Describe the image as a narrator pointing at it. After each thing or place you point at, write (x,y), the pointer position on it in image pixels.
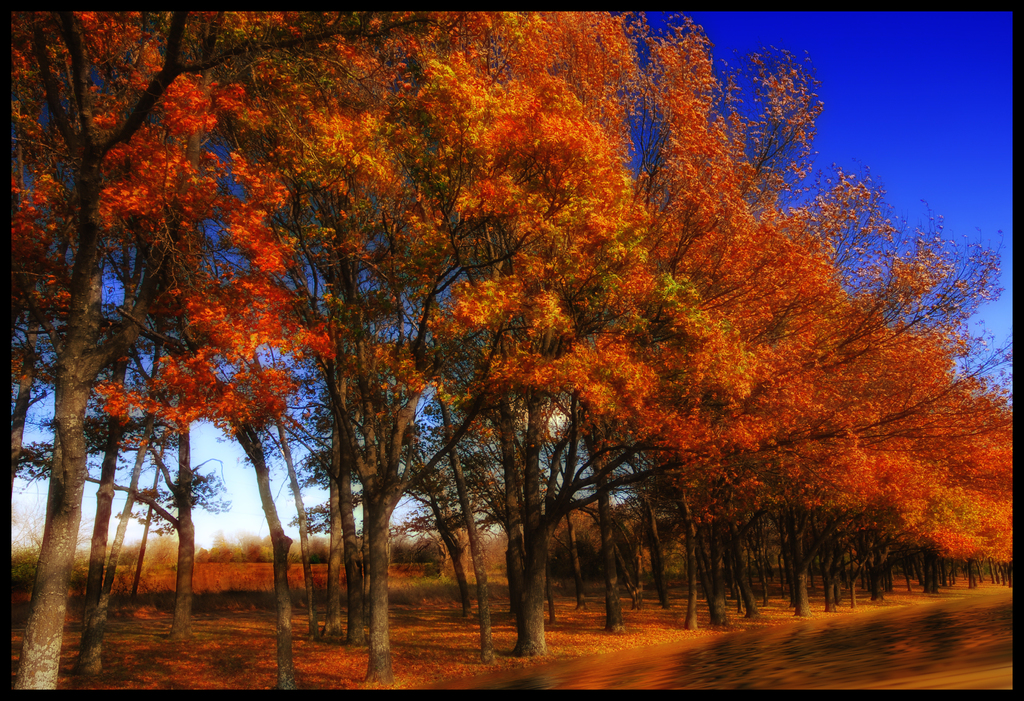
Here we can see colorful trees (477,286) and grass (135,651). In the background (938,86) we can see sky (861,63) in blue color.
